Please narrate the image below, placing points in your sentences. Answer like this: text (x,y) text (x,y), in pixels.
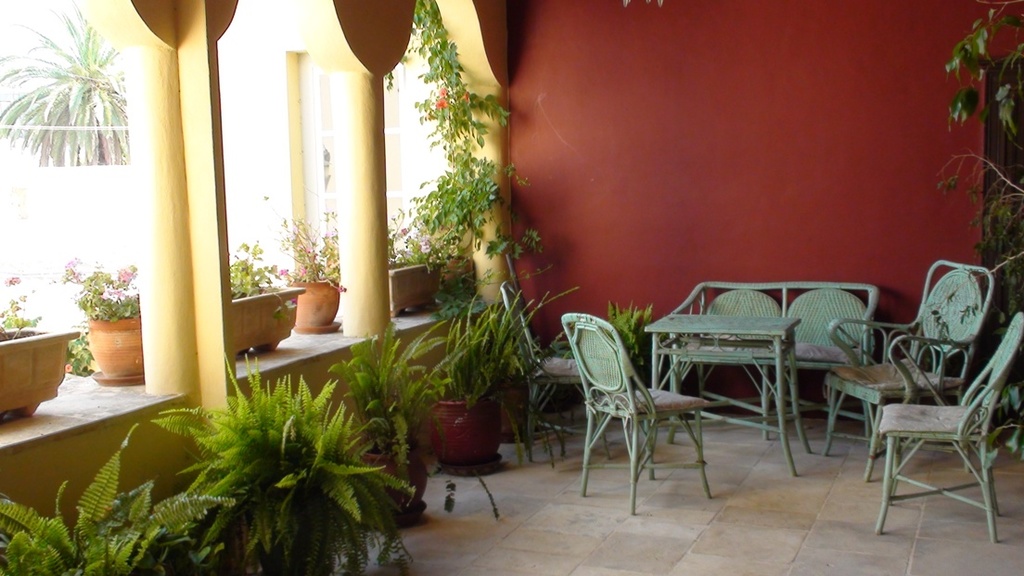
This is a picture in a home, on the floor (642,533) there is a table (735,360) and the chairs (874,366) and flower pots (318,451) and the wall (673,194) is in red color and the pillar (162,215) is in yellow color.
